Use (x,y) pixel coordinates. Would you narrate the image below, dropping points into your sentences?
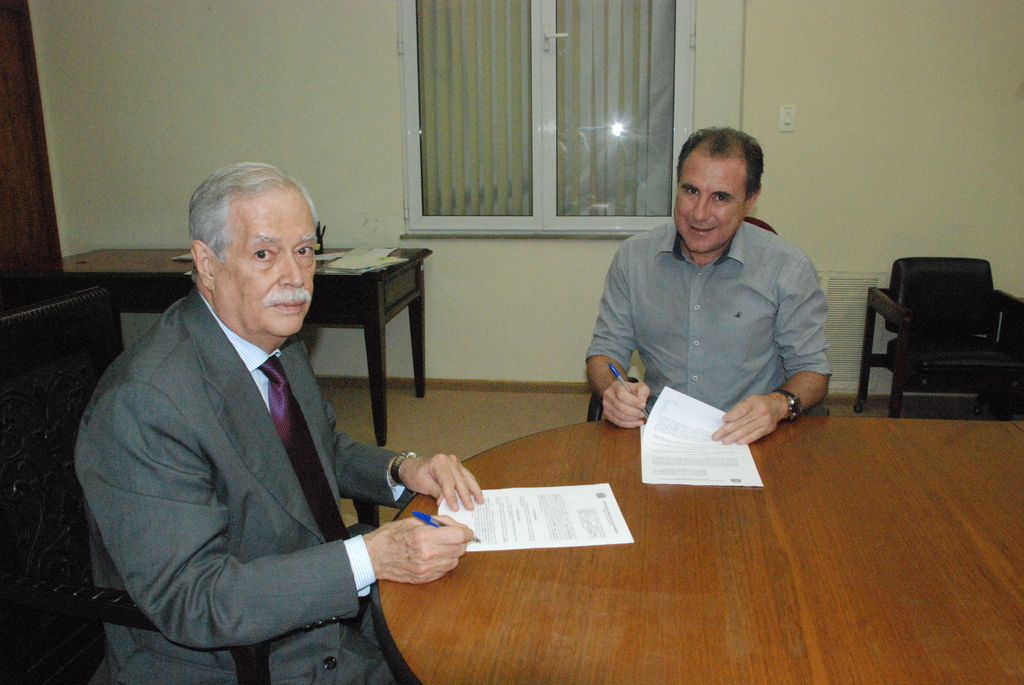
In the middle of the image (652,327) there is a man (755,155) sitting on a chair (761,222) and smiling. Bottom left side of the image (207,510) a man (288,245) sitting on a chair (89,290) and watching. Bottom right side of the image (819,472) there is a table (520,655), On the table (654,505) there some papers (648,467). Top right side of the image (1002,95) there is a wall (856,19). The top of the image (673,65) there is a window (569,93). Top left side of the image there is a table (381,298).
